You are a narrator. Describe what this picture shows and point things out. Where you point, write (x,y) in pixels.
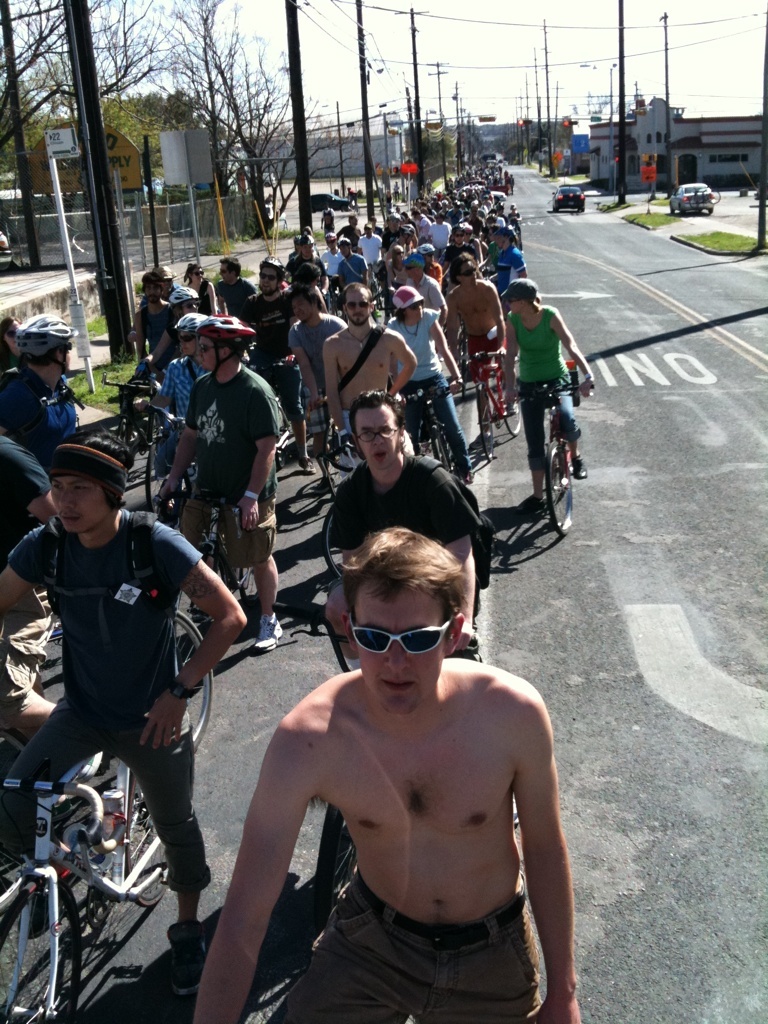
There are many people (287,392) standing holding cycles (65,788). They are wearing goggles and helmets (221,315) and standing on roads (633,471). In the background (673,180) there are cars (685,195), buildings (599,143), street lights (610,138), poles (439,69), trees (214,110).
